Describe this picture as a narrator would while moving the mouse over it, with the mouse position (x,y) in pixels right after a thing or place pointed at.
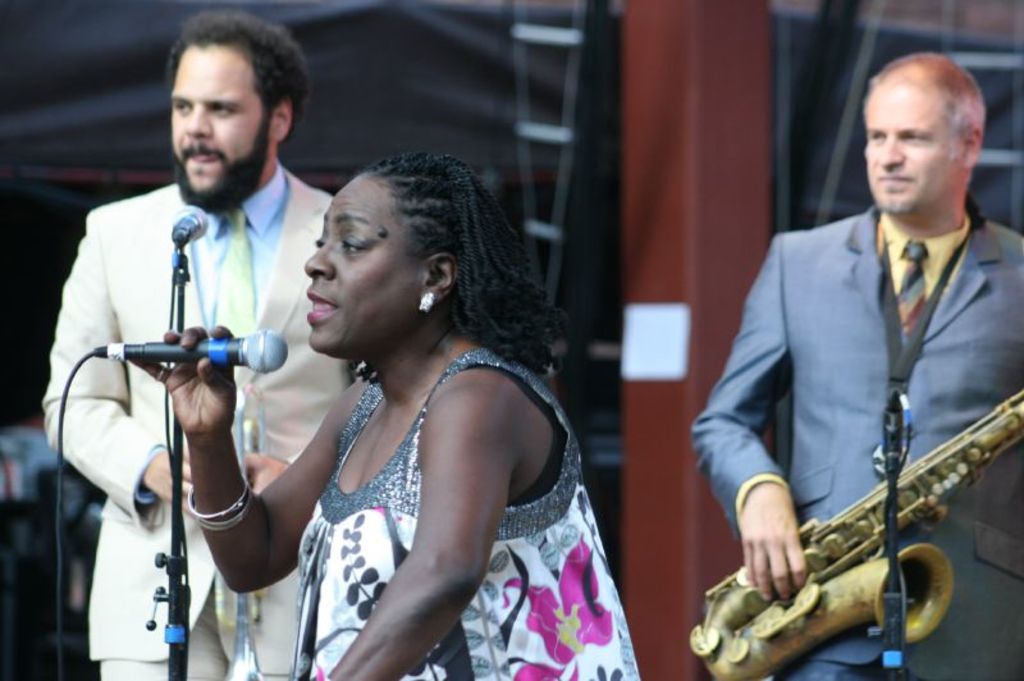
In the picture we can see two men (852,313), one woman (480,375), two men (973,266) are standing, and one man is holding a musical instrument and one woman (428,410) is singing a song in the microphone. In the background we can see a brown pillar (719,74).
